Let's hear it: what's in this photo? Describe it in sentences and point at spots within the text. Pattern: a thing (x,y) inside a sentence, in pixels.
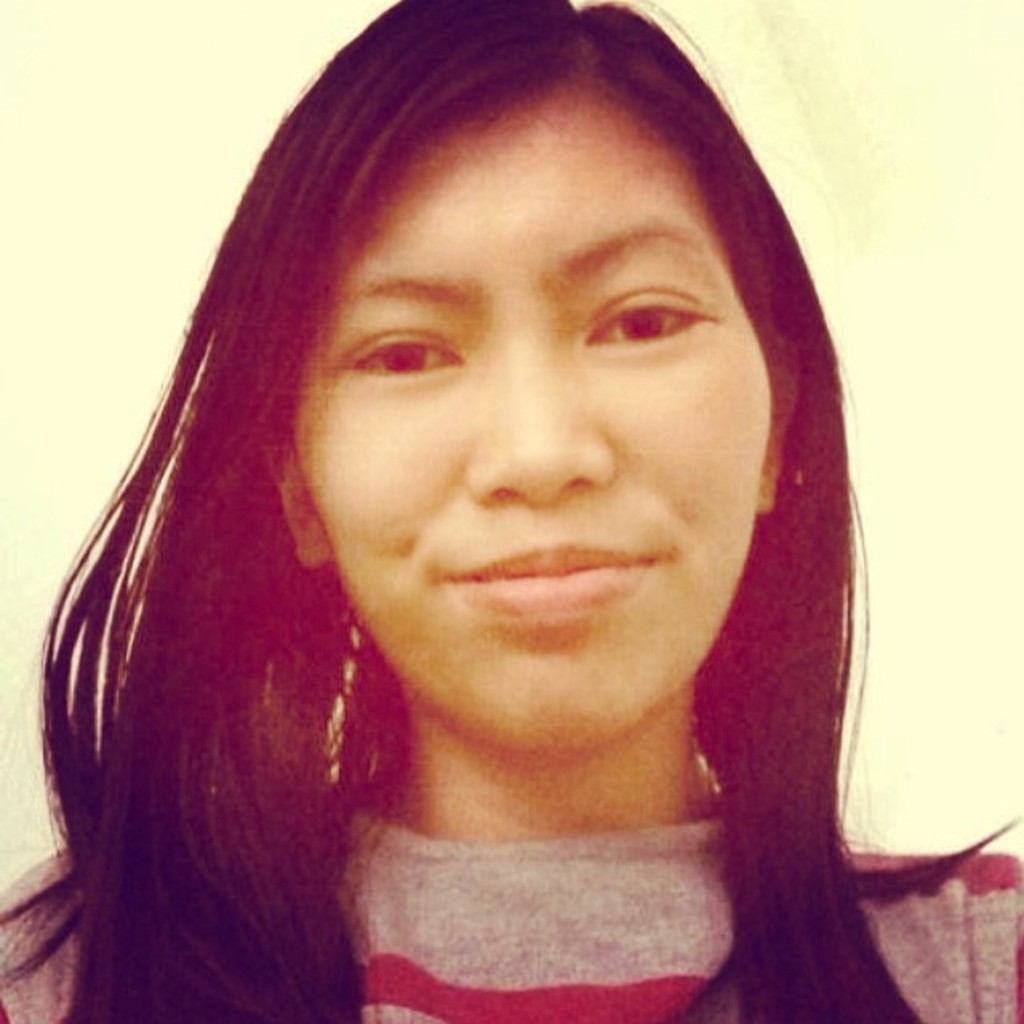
In this picture we can see a woman (105,619) smiling and in the background (261,95) it is a cream color.
